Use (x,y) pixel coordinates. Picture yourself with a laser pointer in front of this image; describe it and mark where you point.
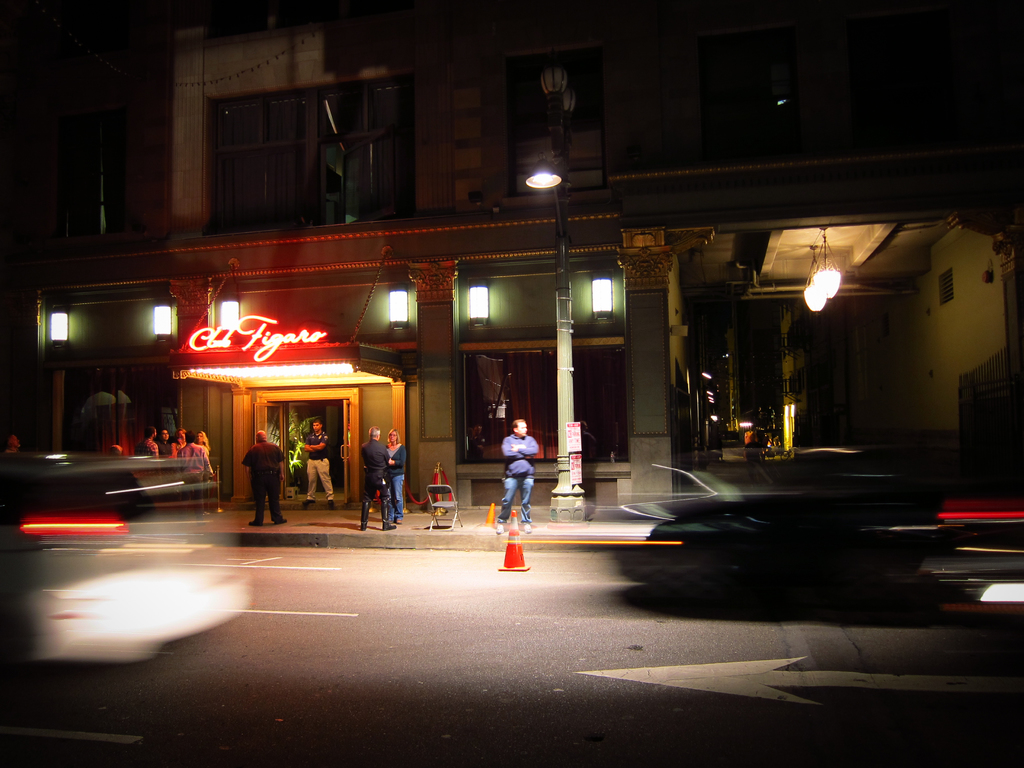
In the picture we can see a building (984,303) and some people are standing near it and beside them we can see a pole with light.
